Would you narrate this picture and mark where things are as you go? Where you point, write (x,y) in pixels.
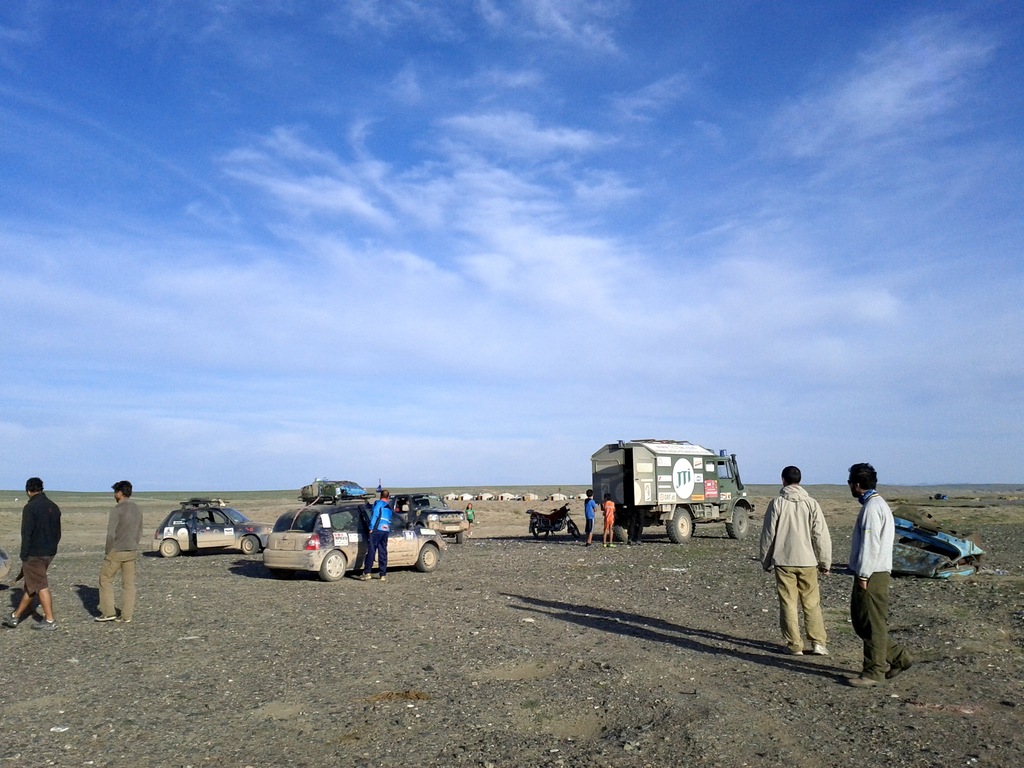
On the left side (122,546), we see two men (129,532) are standing. On the right side (793,544), we see two men (815,571) are standing. Beside them, we see a blue color object (919,551). In the middle (388,497), we see three people (587,534) are standing. In front of them, we see the cars (399,541), a van (738,497) and a bike (564,513). In the background (509,492), we see something in white color which looks like the tents (559,498). In the background (489,485), we see the sky (464,376), which is blue in color.
